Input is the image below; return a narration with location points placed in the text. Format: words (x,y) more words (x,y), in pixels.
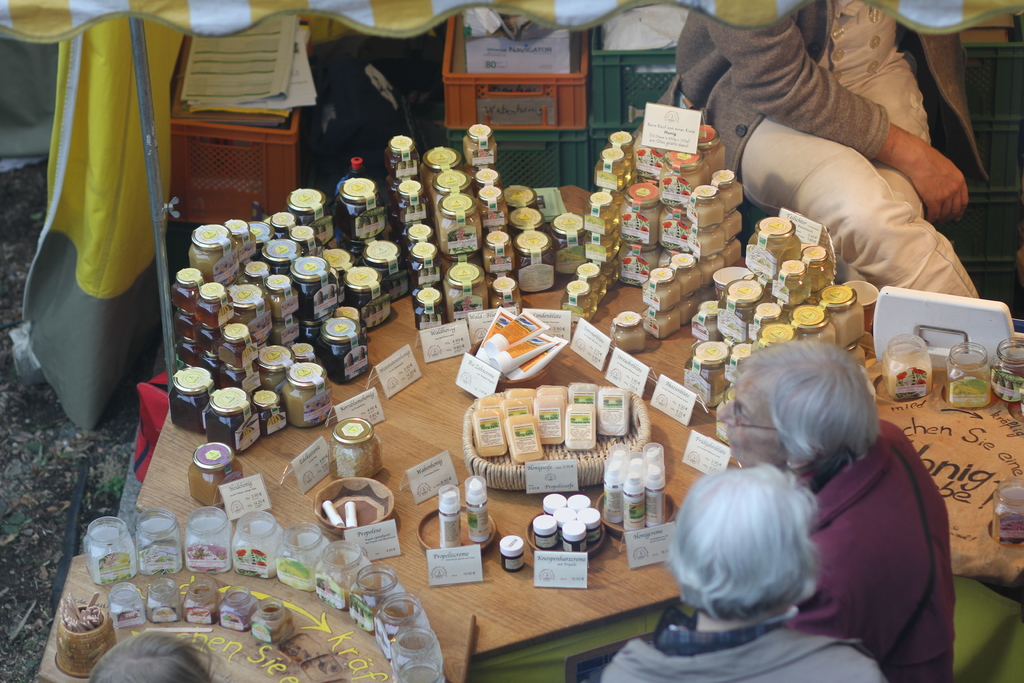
In this image I see a plank (430,404) on which there are number of jars (543,246) and I see few persons (768,198) and I see number of trays (283,140) over here and I see the cloth (88,14) over here which is of yellow, white and grey in color.
